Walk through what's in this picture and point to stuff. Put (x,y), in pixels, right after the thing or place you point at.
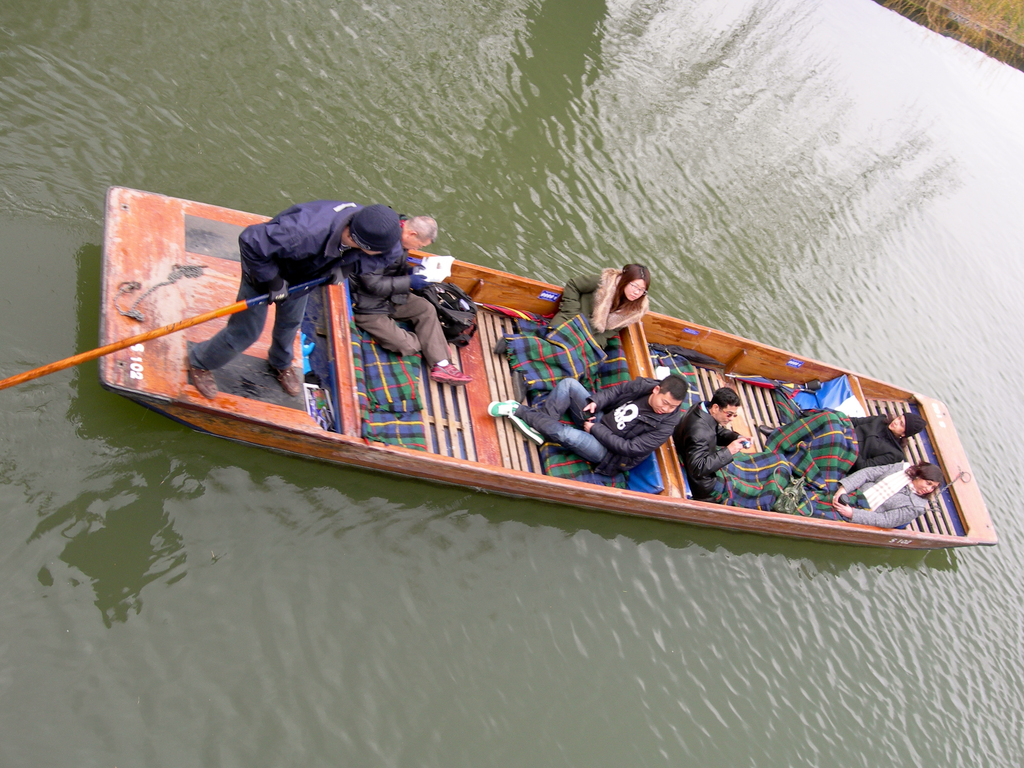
In the foreground of this image (861,481), there are persons (456,382) sitting on the boat (313,329) and a man (287,379) standing and holding a paddle (25,374) are on the water (645,625). On the right top corner (982,40), there is grass (990,31).
